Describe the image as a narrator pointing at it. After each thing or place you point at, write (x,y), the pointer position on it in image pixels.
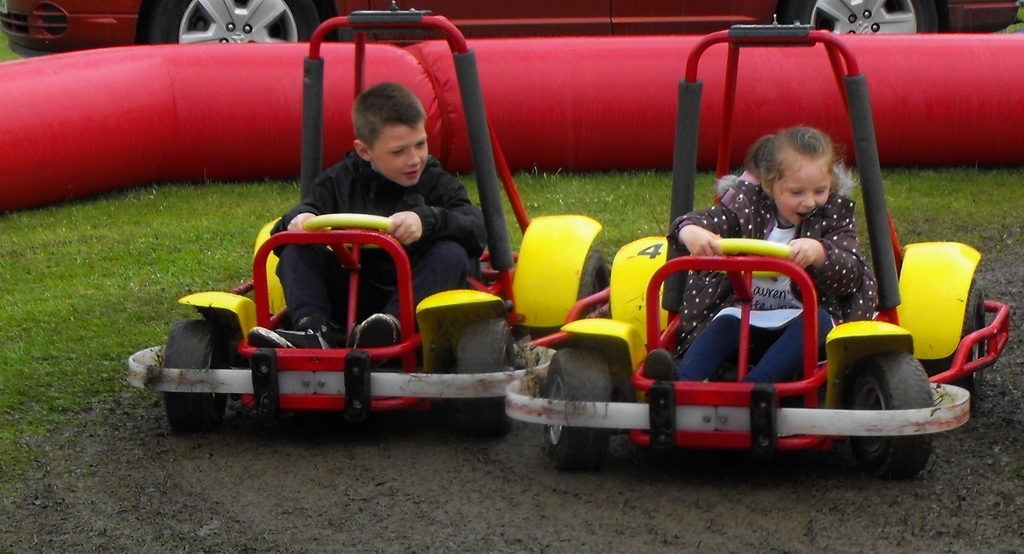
In this image a boy (423,190) and a girl (736,212) are riding go-kart (587,363). In the background (216,124) there are red balloons (224,104) and a car (281,25). Both of them are wearing jacket (424,228).
